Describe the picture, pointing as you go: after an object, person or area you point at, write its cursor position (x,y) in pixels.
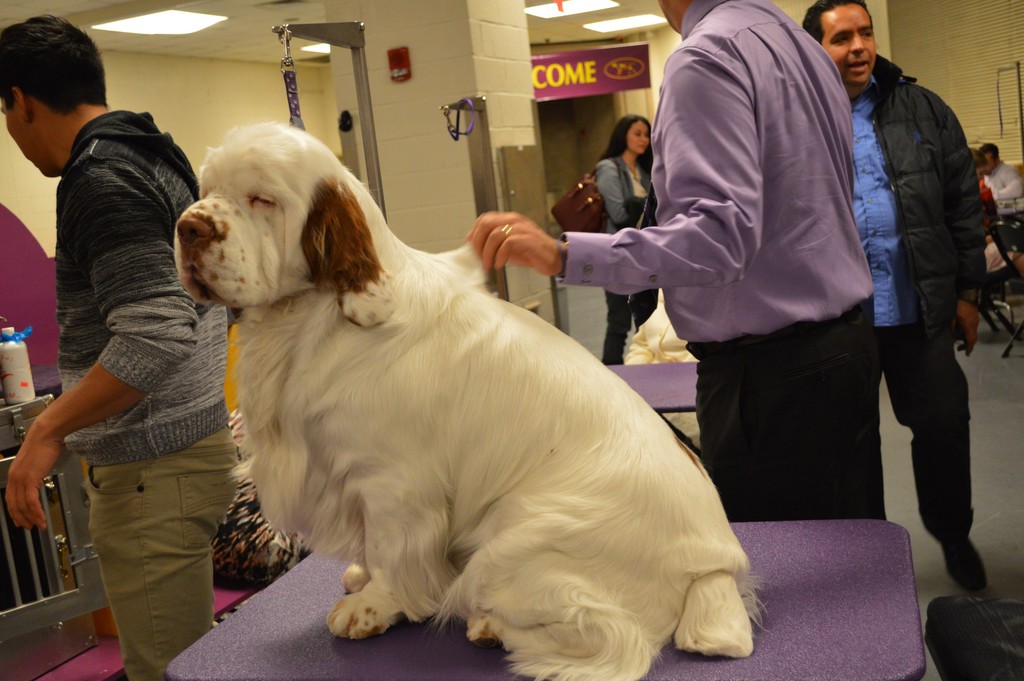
A white dog (503,446) is sitting on a table (785,602). Behind him some people (628,165) are standing. There is a banner (597,79) in the background (588,75). There are some stands (360,43), lights (184,29) also in the background (198,33). Beside him there is a table (22,426) and on the table (44,395) there is a bottle (11,332).
